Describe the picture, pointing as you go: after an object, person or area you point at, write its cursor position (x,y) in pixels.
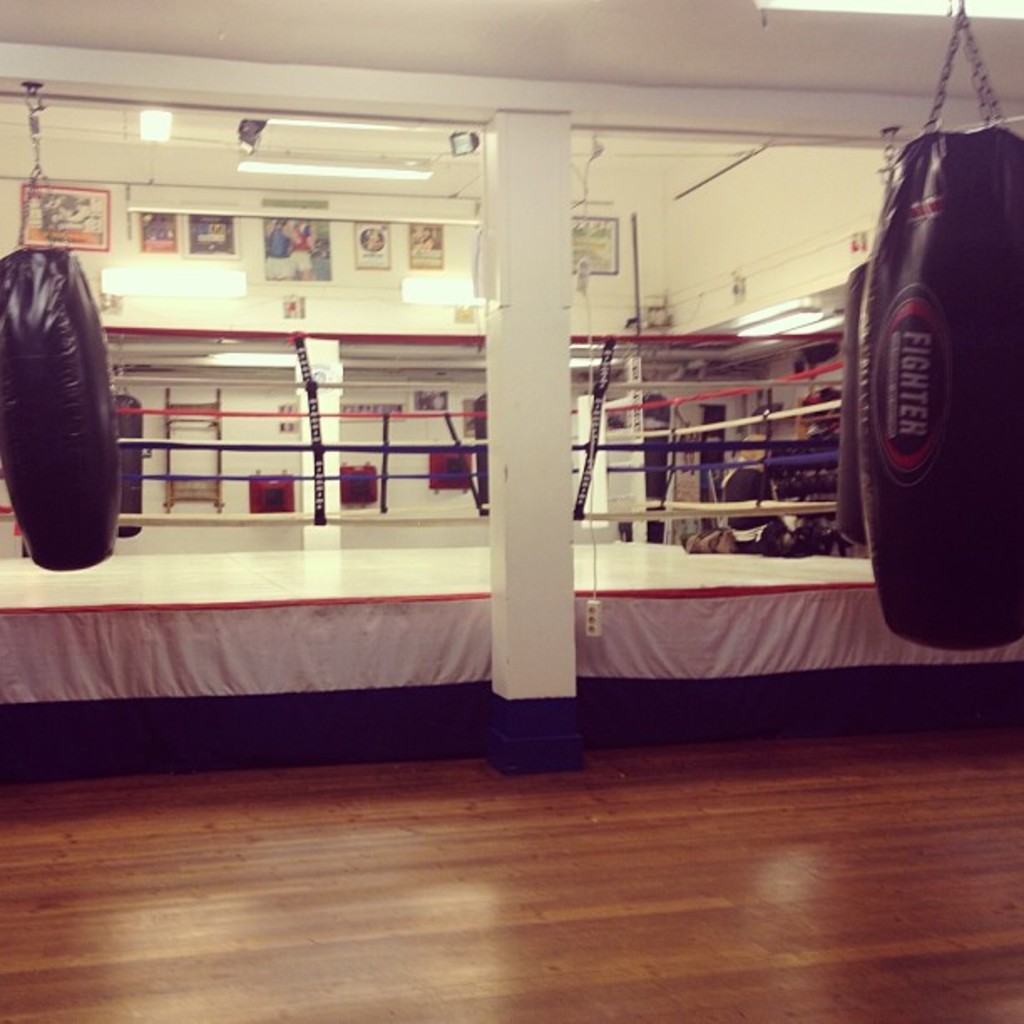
This is the boxing ring (366,579). Here is the pillar (502,431). I can see the punch bags (96,435) hanging. In the background (388,222), I can see the posters (320,258) attached to the wall (629,240). Here is a person (754,476) sitting. This is the wooden floor (724,900). These are the lights (162,126) attached to the roof (380,155).
